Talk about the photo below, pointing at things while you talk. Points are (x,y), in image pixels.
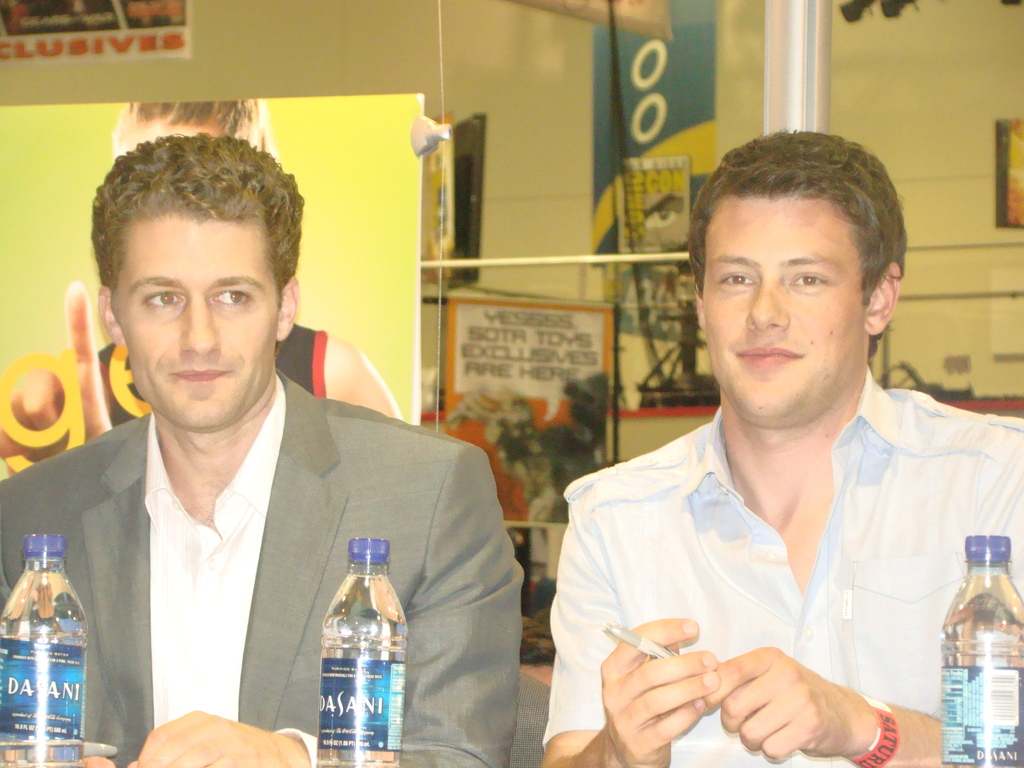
In this image I can see two people (608,612). In front of them there are bottles (963,672). At the back (383,140) there are some boards (485,140) attached to the wall (851,132).
